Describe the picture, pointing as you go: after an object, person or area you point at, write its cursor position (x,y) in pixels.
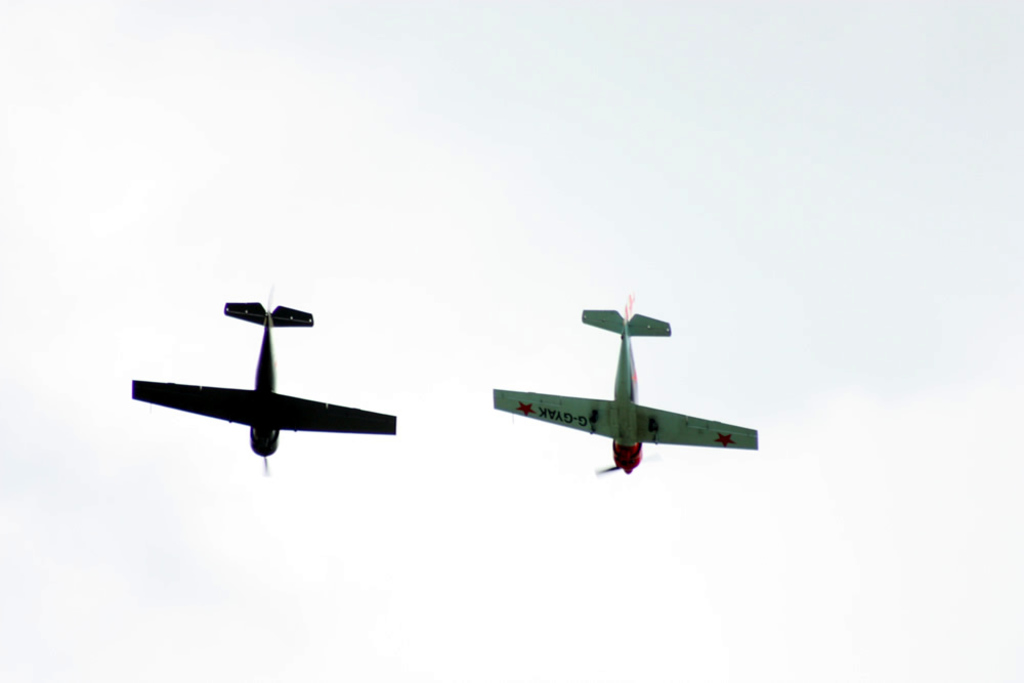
In this image we can see two aeroplanes (137,384) in the air. In the background (346,268) we can see sky (175,463).
